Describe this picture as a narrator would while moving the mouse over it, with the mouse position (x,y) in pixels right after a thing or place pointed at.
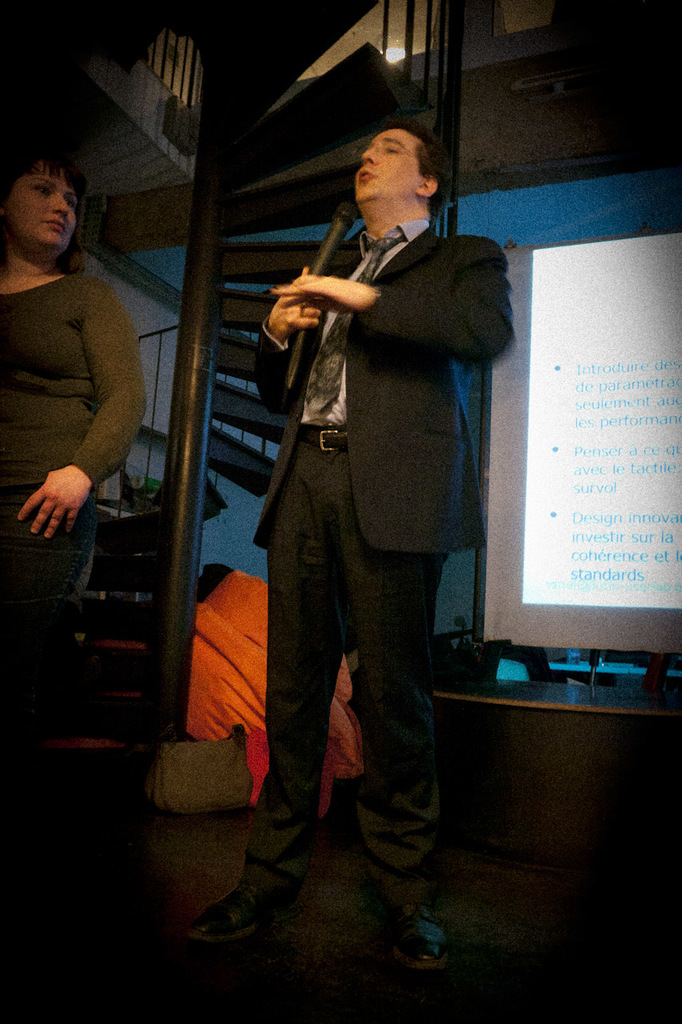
This picture seems to be clicked inside the hall (22,831). On the right (521,460) we can see the text (589,419) on the projector screen (604,577) and we can see the table (548,690). In the center (359,363) there is a person (364,318) wearing suit (372,312), holding a microphone (327,245), standing and seems to be talking. On the left corner (46,274) we can see a woman (79,287) wearing t-shirt (28,372) and seems to be standing. In the background (563,112) we can see the wall (401,34), roof (568,112), light (396,57), staircase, metal rods (411,35) and the sling bag (204,788) and some other items (267,633).
